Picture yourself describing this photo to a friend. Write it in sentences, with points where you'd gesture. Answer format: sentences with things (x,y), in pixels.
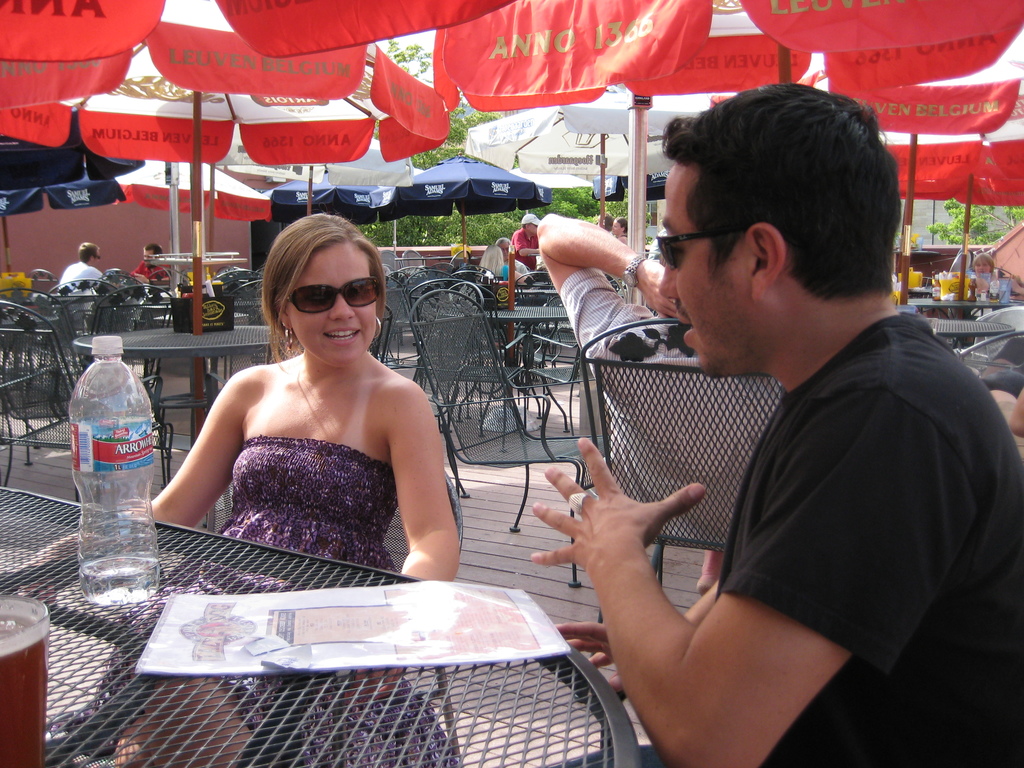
An outdoor picture. This are umbrellas (882,48). Far there are trees (391,240). This are chairs (9,428) and tables (183,703). On this table (448,673) there is a paper (265,645), bottle (96,525) and glass (45,678). This persons (352,471) are sitting on a chair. This woman (366,475) and man (813,434) wore goggles (378,285).
